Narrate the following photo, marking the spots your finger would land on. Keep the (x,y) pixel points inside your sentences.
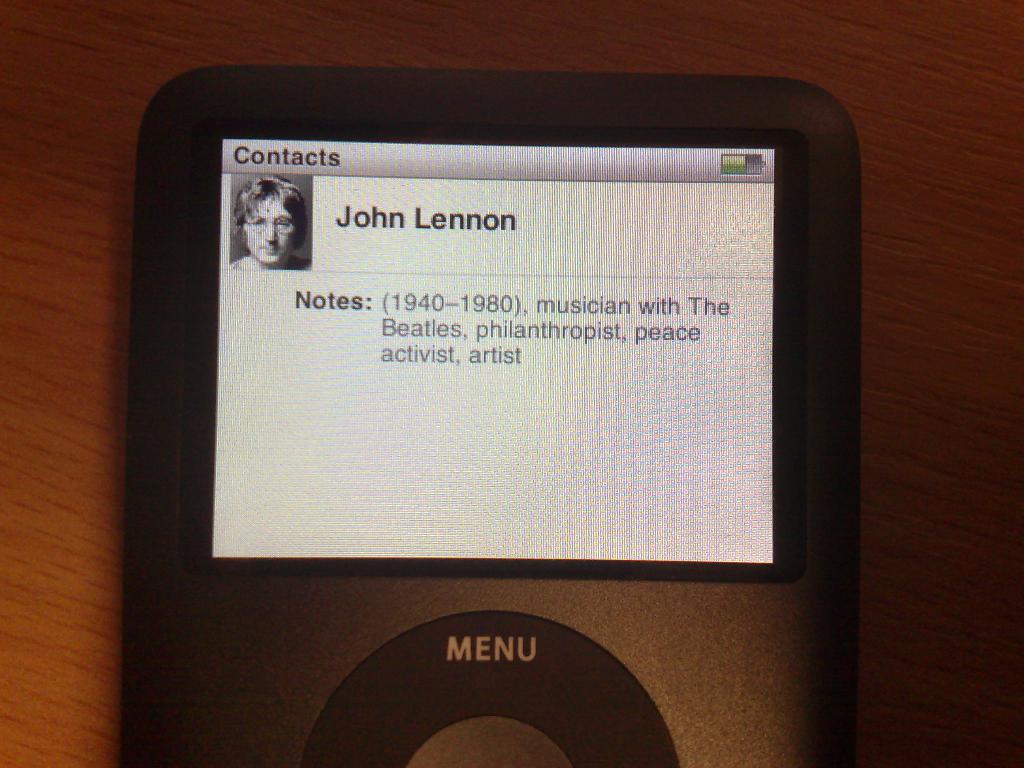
In this image there is a music player (699,413), below the music player (804,427) there is like a table (980,149).
